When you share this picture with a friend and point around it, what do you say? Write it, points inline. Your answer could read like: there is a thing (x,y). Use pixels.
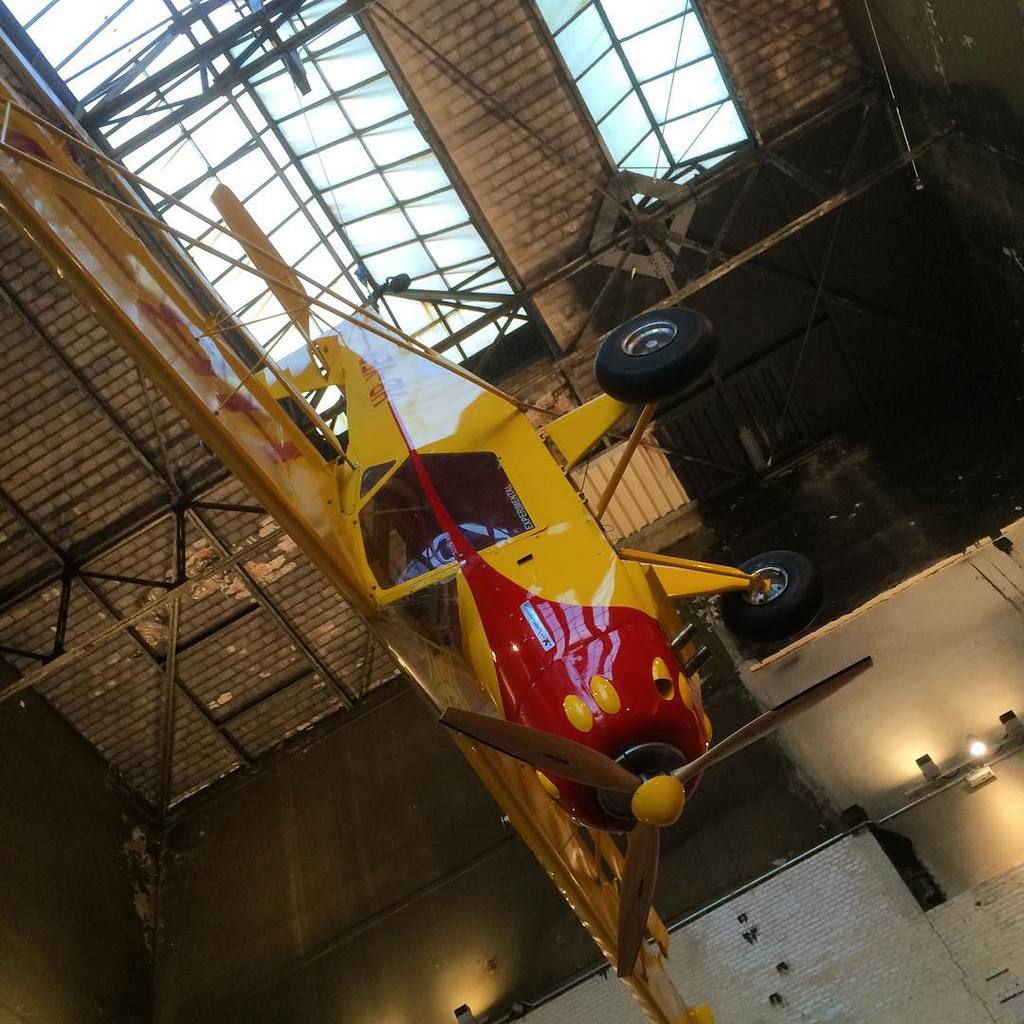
In this picture there is a red and yellow small aircraft (553,523) is hanging from the ceiling (176,423). On the top (211,166) there is an iron frame (362,143) and glass (340,207).
